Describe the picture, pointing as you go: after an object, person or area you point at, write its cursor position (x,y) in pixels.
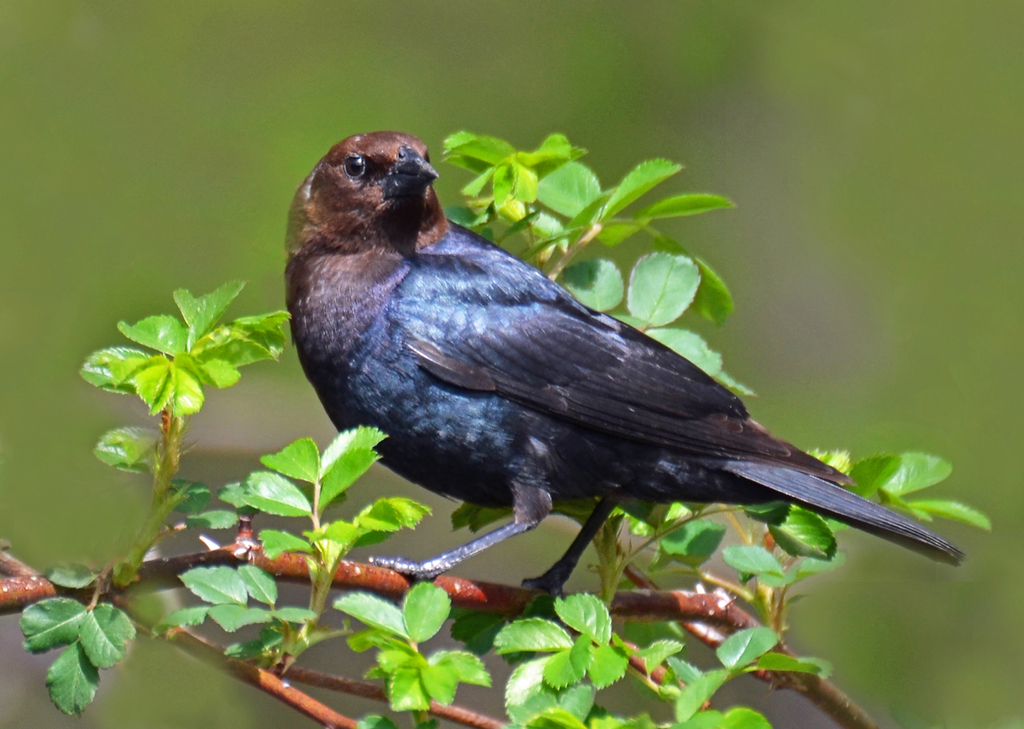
In this picture there is a bird (384,376) on the plant (213,597). Beside that I can see green leaves (680,298). In the background (869,324) I can see the blur image.
